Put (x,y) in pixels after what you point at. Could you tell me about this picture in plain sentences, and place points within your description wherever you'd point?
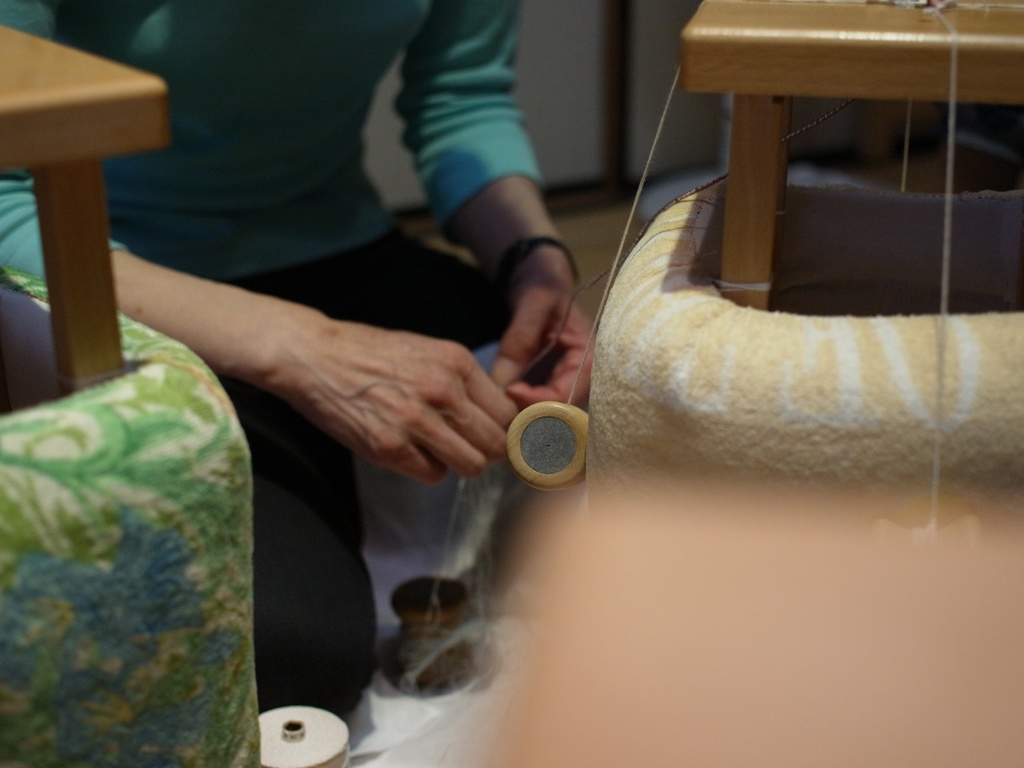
In this picture I can observe a person (274,247). There are brown colored stools (130,151) on either sides of the picture. The background (557,68) is blurred.
